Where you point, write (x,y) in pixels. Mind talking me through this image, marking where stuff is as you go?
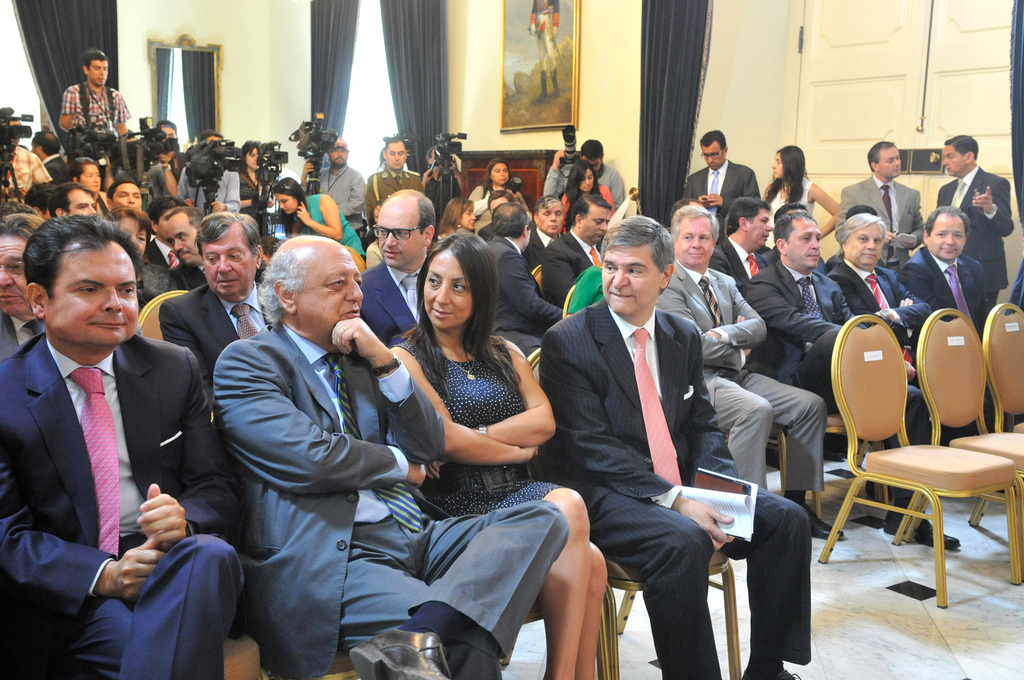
This is looking like a meeting hall (467,455). There are many people (223,432) sitting on chairs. In the background (255,159) there are many people (101,105) holding cameras (327,147) are standing. In the top right corner (888,83) there is a big door (911,91). In the background (671,42) there are curtains (414,92), painting (552,93), window (357,44). in the right side (925,472) there are few chairs (936,456) which are empty. In the front (346,551) line three men (473,528) are sitting wearing suit (406,554) along with a lady (485,418) who is wearing black dress (476,399).
